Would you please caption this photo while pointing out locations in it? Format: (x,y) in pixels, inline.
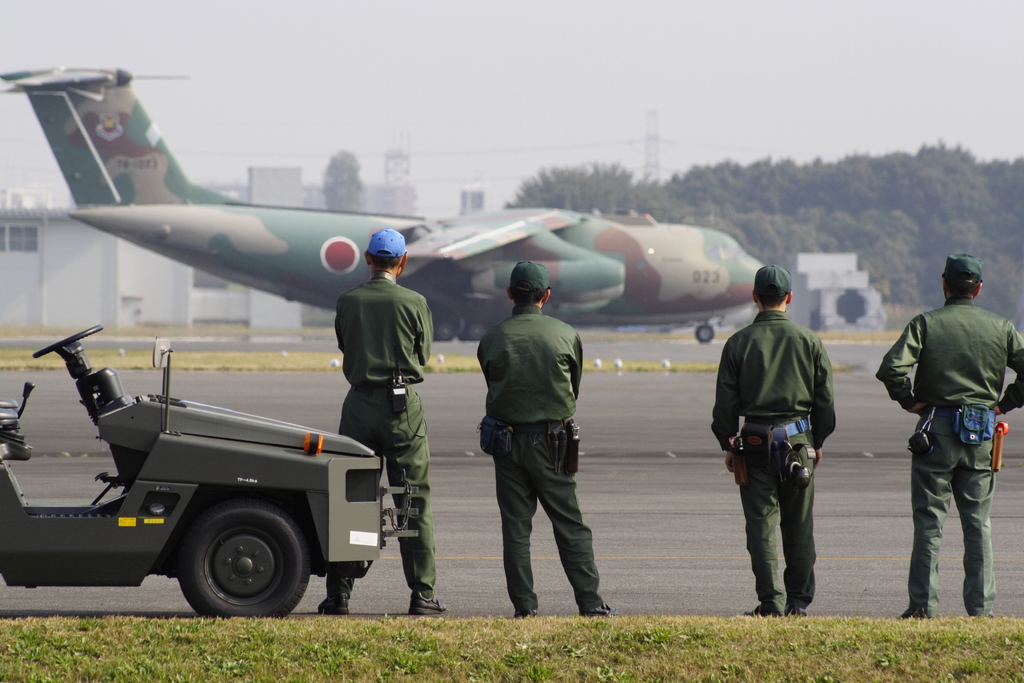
In the foreground (540,404) I can see four men (564,413) are standing and looking at the aeroplane (444,228) which is in the background (551,263). Beside these people (376,405) I can see a vehicle (262,524). At the bottom of the image (244,654) I can see the grass (285,646) in green color. In the background (948,176) there are some trees (741,196) and building (101,284). On the top of the image (491,53) I can see the sky (412,67).
